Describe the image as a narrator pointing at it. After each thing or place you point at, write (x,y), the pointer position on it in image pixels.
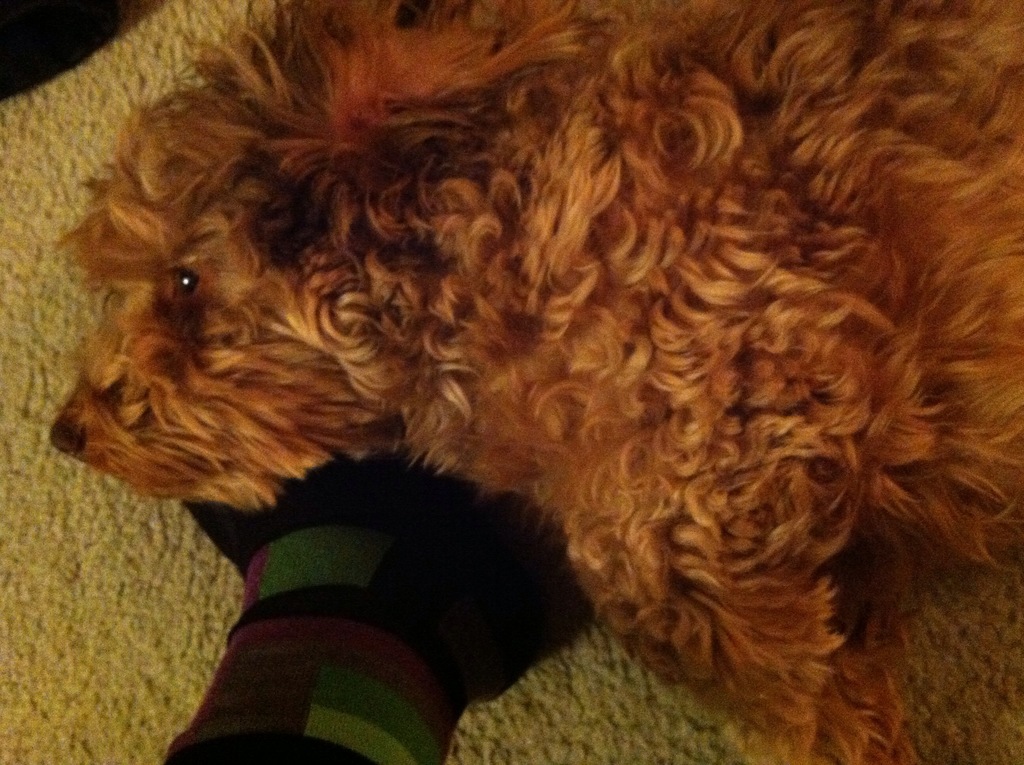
In this picture we can see a dog (497,174), it looks like a floor mat (29,583) at the bottom (41,577).
